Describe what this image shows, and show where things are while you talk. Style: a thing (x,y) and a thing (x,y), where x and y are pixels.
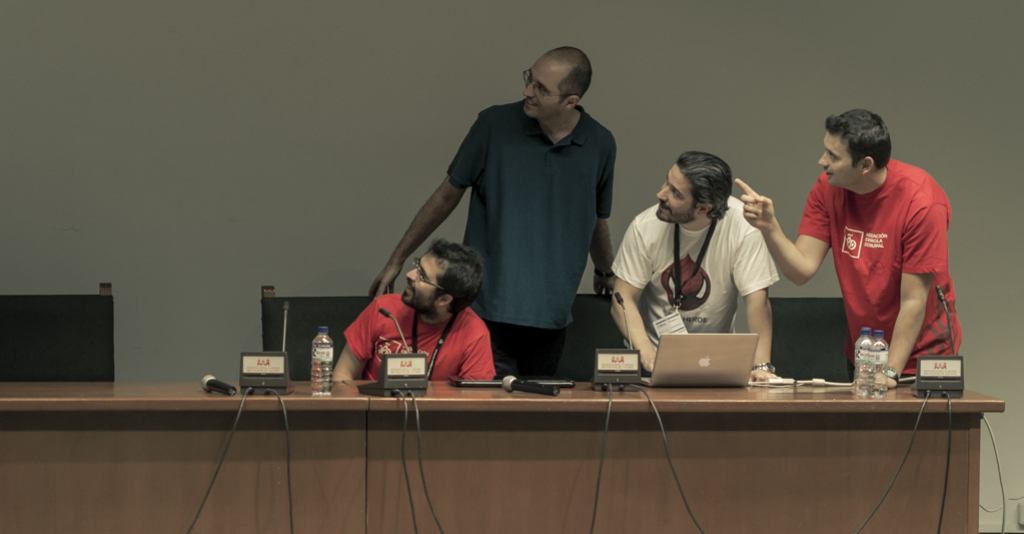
In this image we can see this person (445,342) wearing red T-shirt (418,338), identity card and spectacles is sitting on the chair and this person (540,211) wearing dark blue shirt (501,234) and spectacles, this person (708,269) wearing white T-shirt (691,284) and identity card (678,310) and this person (881,246) wearing red T-shirt (868,252) are standing near the table (211,417). Here we can see mics (271,370), laptop (718,373), bottles (875,350) and wires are kept on the table (819,417), we can see few more chairs (69,364) and the wall (436,82) in the background (404,220).
